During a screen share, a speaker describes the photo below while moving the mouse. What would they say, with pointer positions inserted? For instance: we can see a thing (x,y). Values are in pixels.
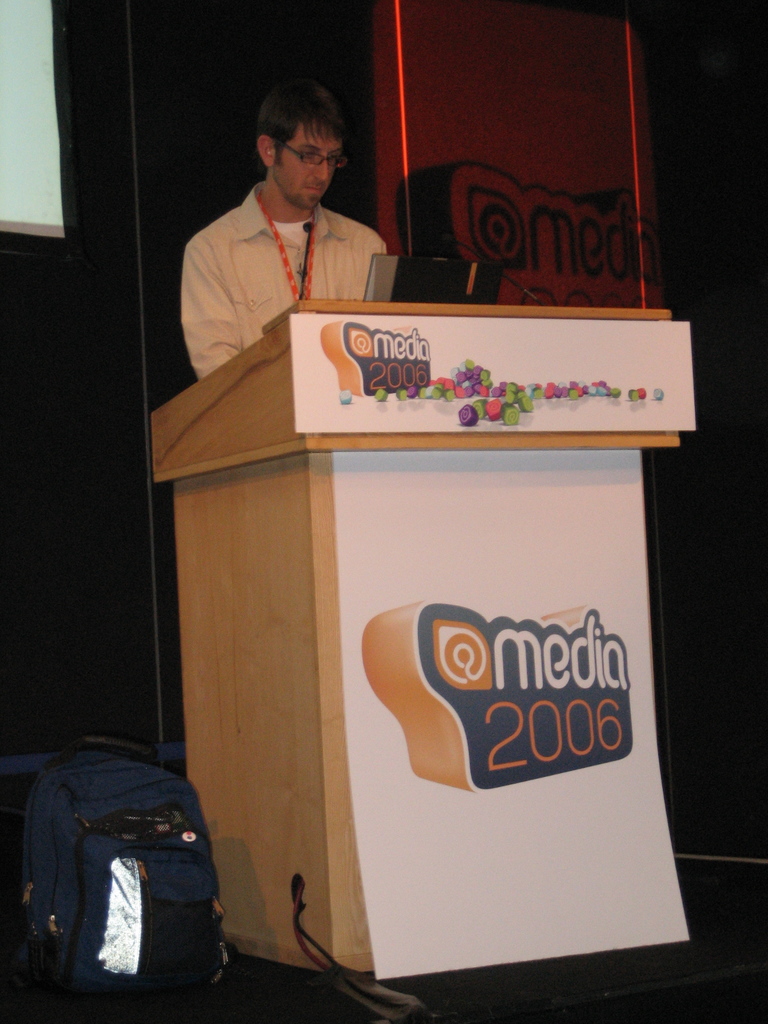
In this image I can see a man (292,243) standing in front of the podium (397,642). There is a bag (56,864) on the floor (107,1003), in front of the man (300,227) there is laptop (386,280). At the background (23,121) I can see a screen (49,175).
